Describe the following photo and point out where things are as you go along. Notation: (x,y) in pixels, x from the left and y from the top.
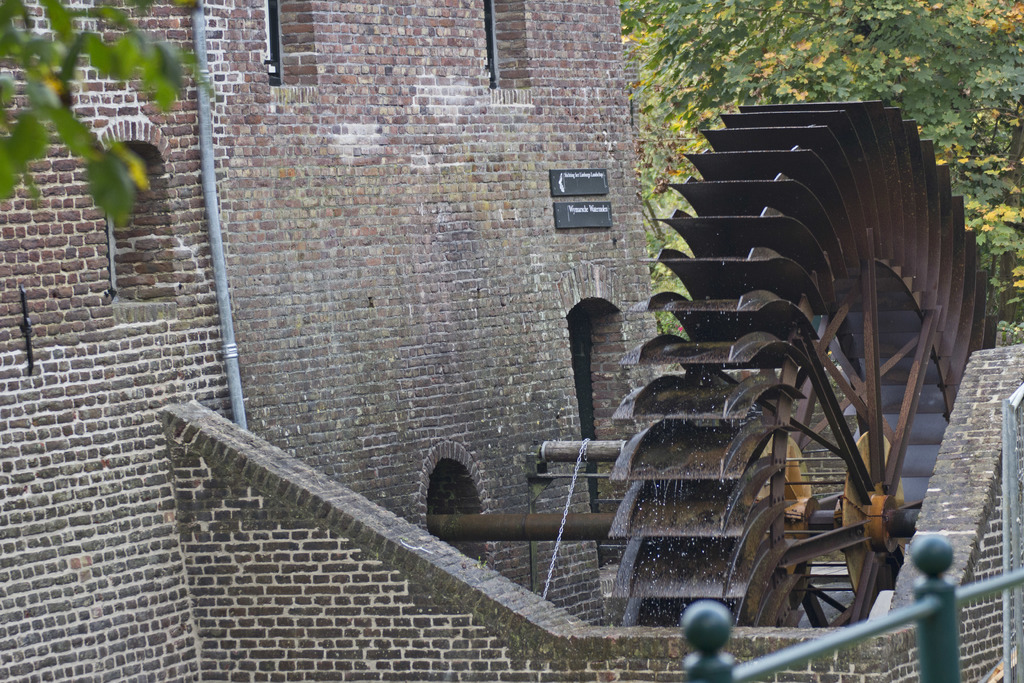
In the middle of the image (599,383) we can see a building (1,292), on the building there is a machine (857,309). Behind the machine (898,155) there is a tree (673,162). In the bottom right corner of the image (701,609) there is fencing (720,606).
